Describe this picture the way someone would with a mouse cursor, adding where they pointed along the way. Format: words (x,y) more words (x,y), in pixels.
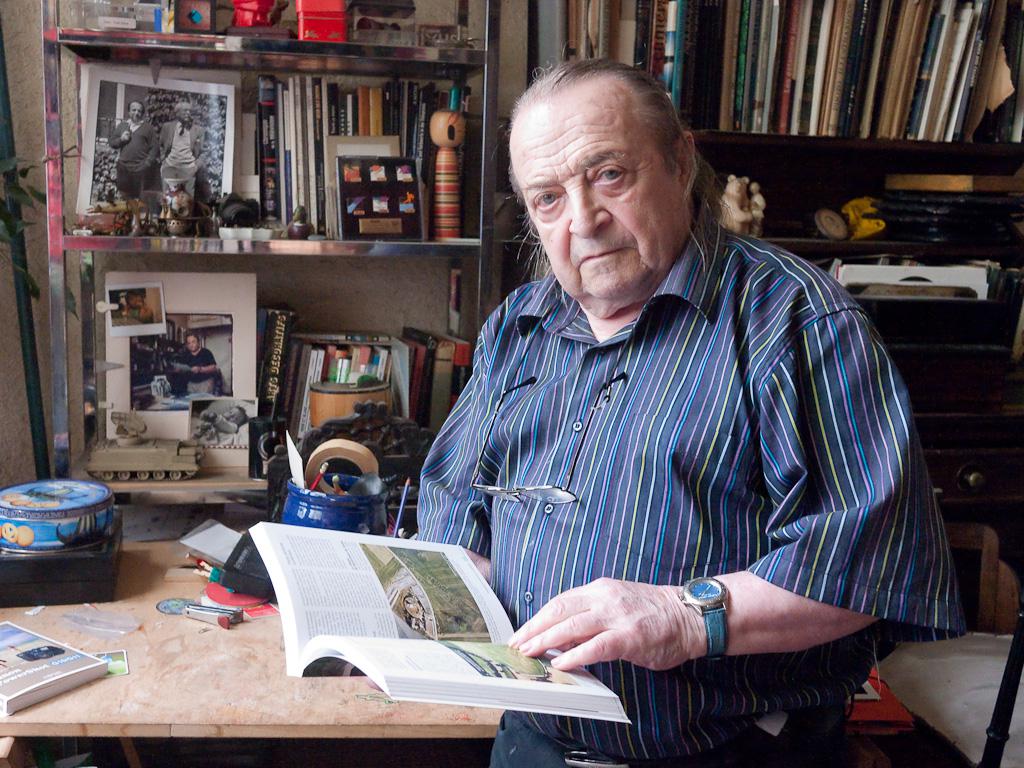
In this picture we can see a Man (671,497) Standing and holding a book (403,612) looking to the camera side one table (167,684) is there on the table (27,726) we can see one book (25,647) and some boxes (80,550) and back side we can see the books shelf (312,60) many books (309,126) are there and we can see one photo frame (207,161).
